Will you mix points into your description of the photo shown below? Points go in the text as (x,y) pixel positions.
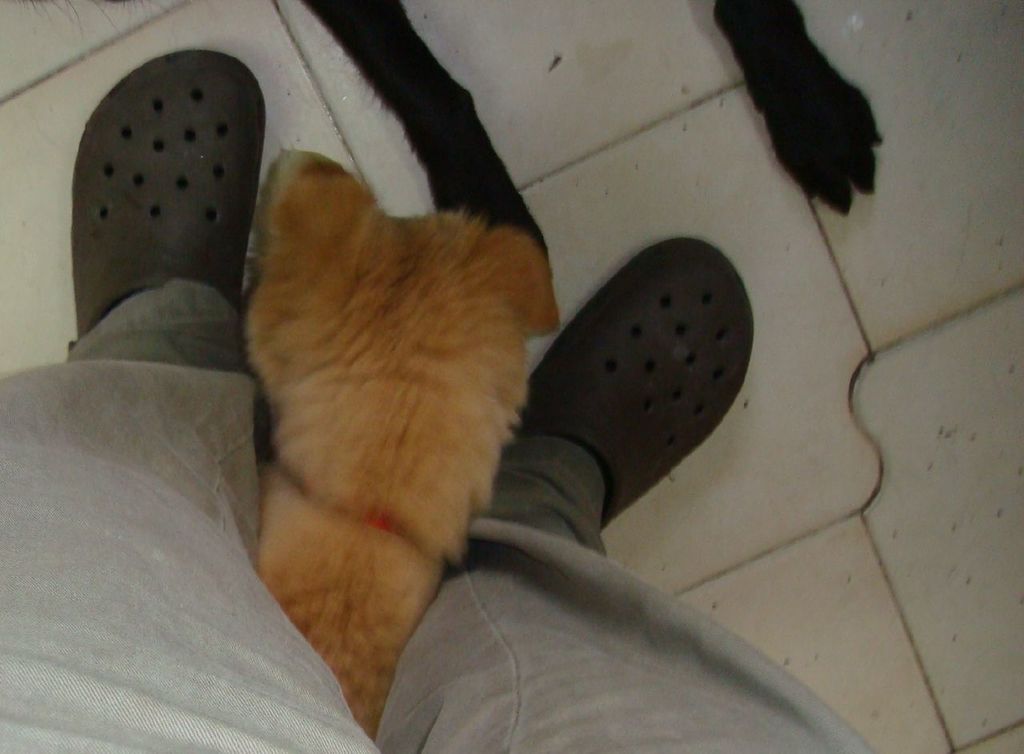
In this image I can see the feet (668,319) of a man (144,166) and two legs (450,167) of a dog (439,173) and the head (511,341) of another dog (511,373) on the floor (637,145).
